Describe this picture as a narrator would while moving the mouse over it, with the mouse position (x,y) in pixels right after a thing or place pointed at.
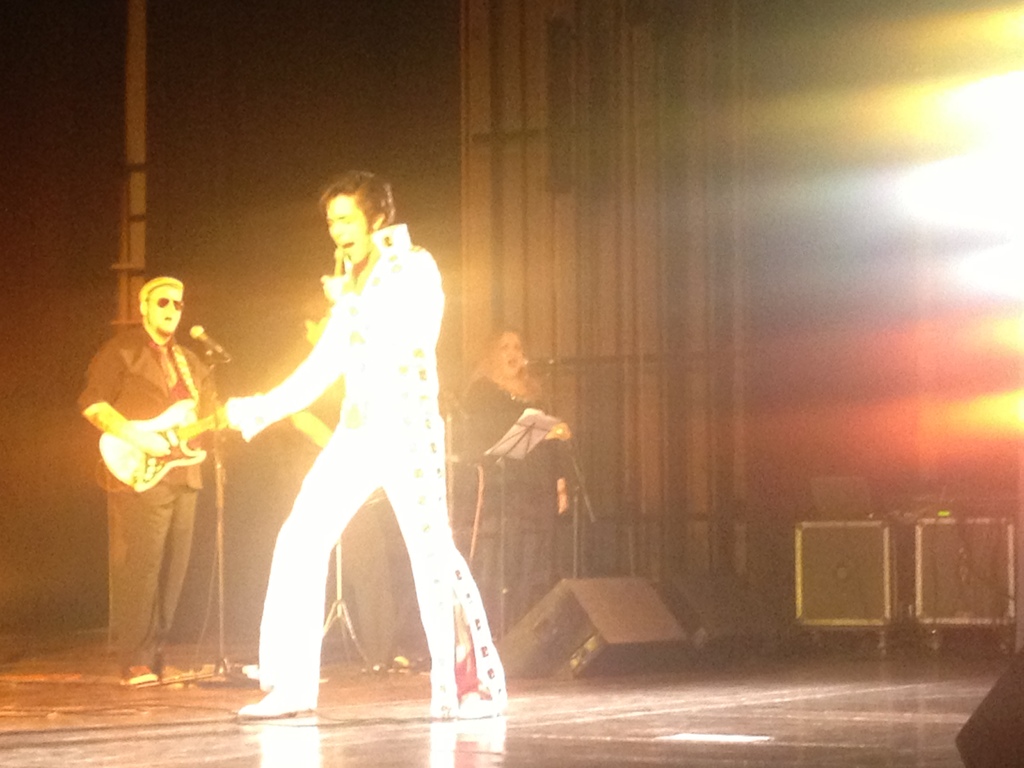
In this image a person (374,406) is standing on the stage (373,724) and holding the mike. He is wearing white dress (343,370). A person (99,406) standing on stage (145,708) before a mike stand (209,357). He is wearing a red dress (108,479). He is holding guitar (138,471) in his hand (116,427). He is wearing goggles (159,304). Behind this person (443,598) there is a woman (474,390) standing. Before her there is a mike stand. Beside there is a person (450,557) standing on the stage (698,699). Right side (987,744) there are few electrical devices (867,560).
